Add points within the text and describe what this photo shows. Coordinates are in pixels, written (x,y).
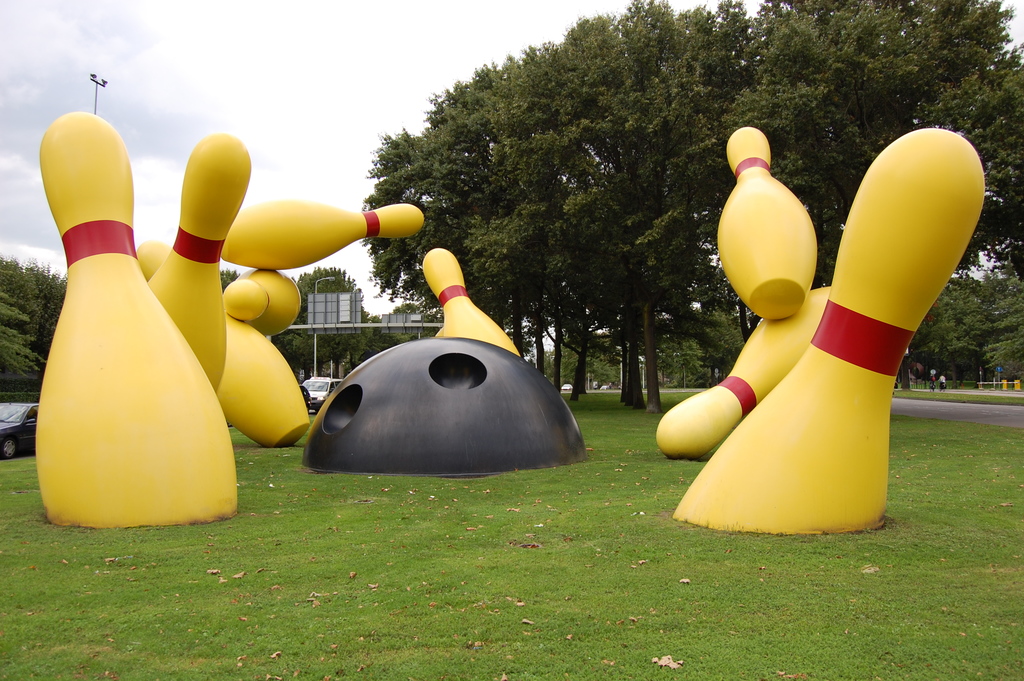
There are yellow color statues (212,308) and a black color half sphere (507,356) on which there are dots (358,394) on the grass (447,511) on the ground (413,509). In the background (697,330), there are vehicles (21,418) on the road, there are trees (532,278) and clouds (144,82) in the sky (280,15).
